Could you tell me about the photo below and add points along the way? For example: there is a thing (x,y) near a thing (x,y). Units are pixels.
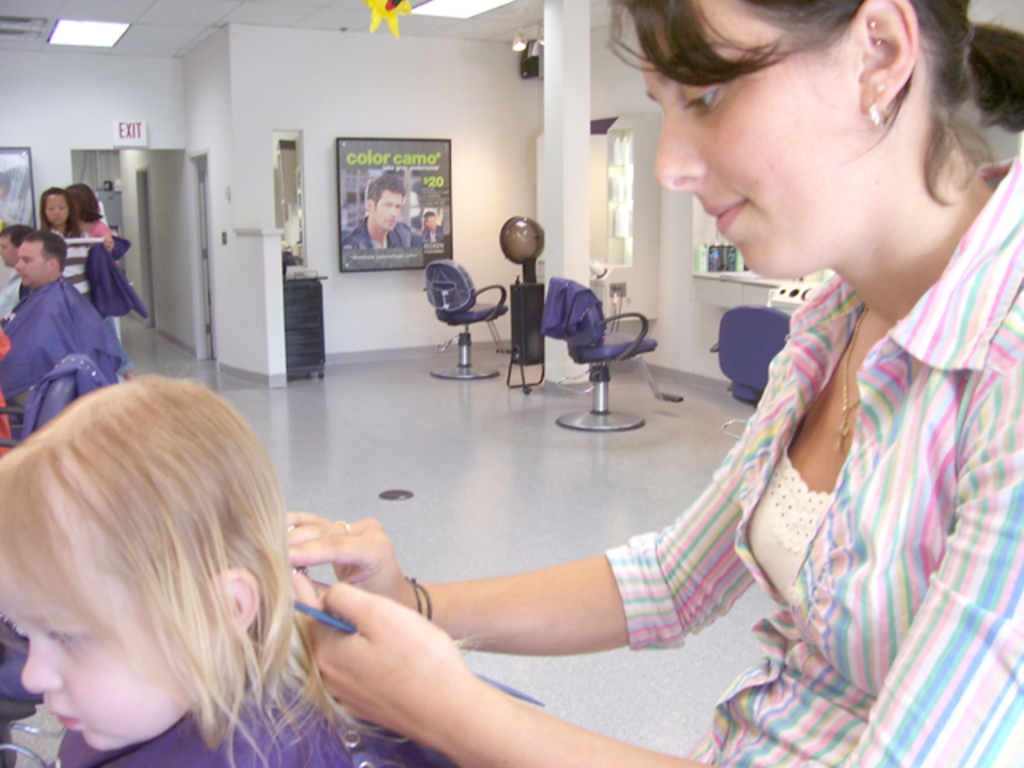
In this picture I can see three persons (928,225) standing, there are three persons (65,677) sitting on the chairs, there is a hair spa machine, there are boards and mirrors (284,241) attached to the walls (18,80), there are lights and some other objects (69,382).
